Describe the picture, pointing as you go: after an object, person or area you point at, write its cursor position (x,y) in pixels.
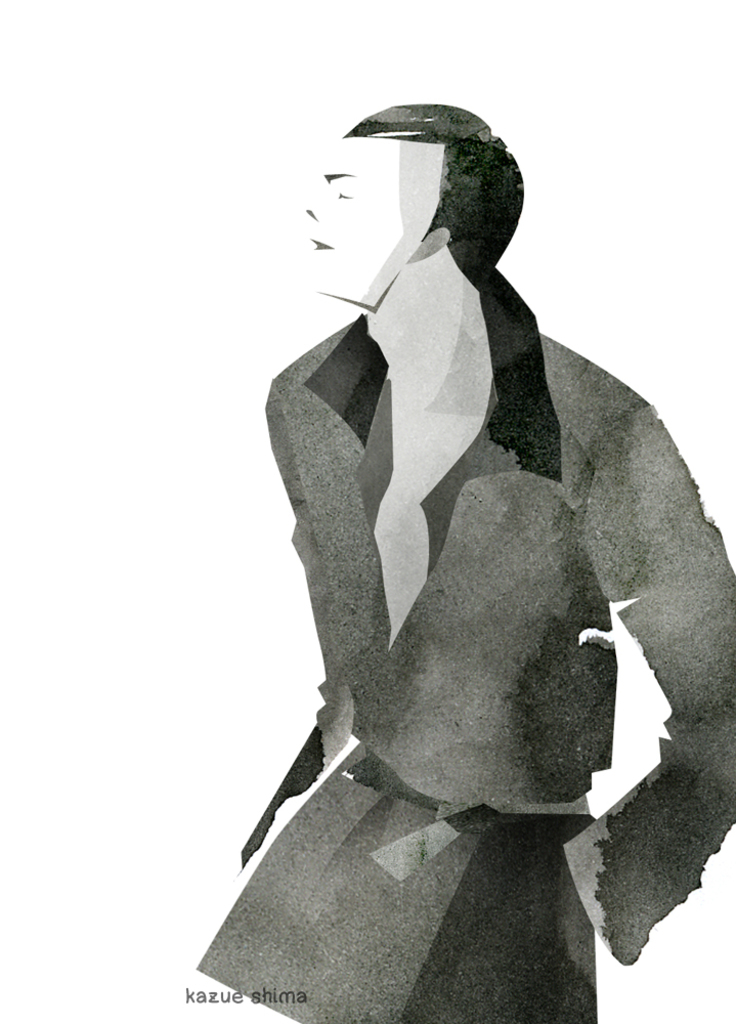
In this picture we can see painting (347,402) of a man (376,749). In the background of the image (406,86) it is white. At the bottom of the image (190,987) we can see text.
